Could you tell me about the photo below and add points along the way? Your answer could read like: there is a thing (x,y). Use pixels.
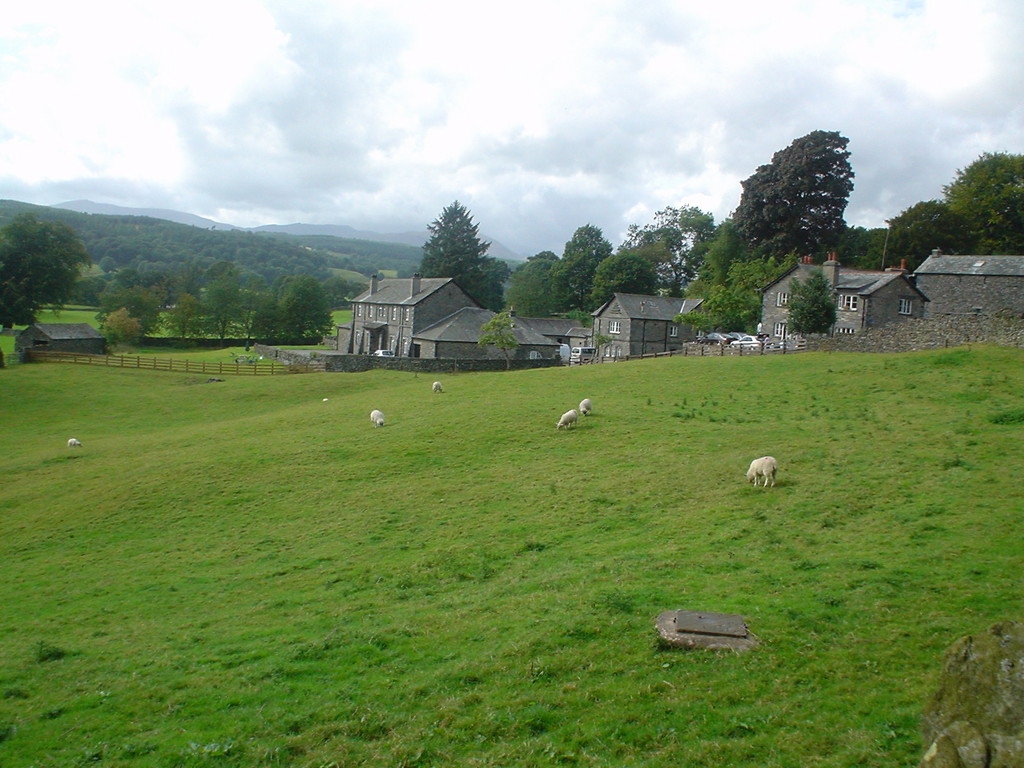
In this image there is a ground (509,570) on which there are sheep's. In the background (365,316) there are houses (404,325) one beside the other. At the top (395,76) there is the sky (395,76). There are trees (552,268) in between the houses (464,293). In the background (365,266) there are hills (144,258) on which there are trees (223,295). There is a wooden fence (93,361) around the house (53,335).
